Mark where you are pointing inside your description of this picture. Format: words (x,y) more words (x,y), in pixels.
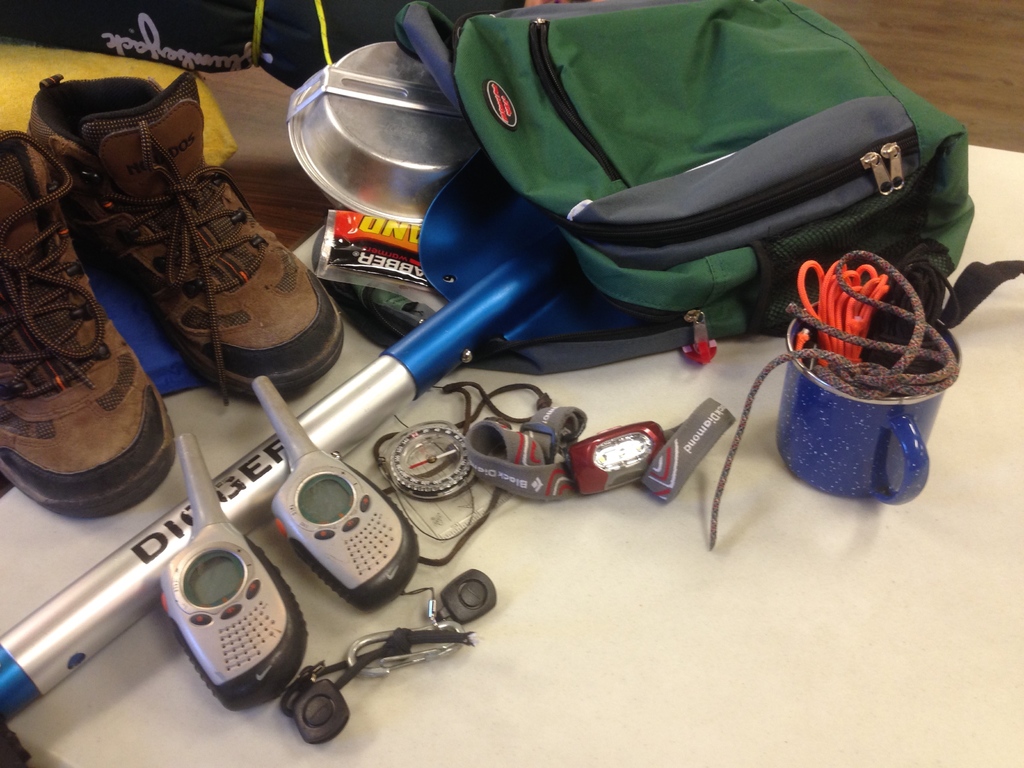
In this image in front (662,90) there are shoes (188,300), bags (711,241), cup (807,402), threads (889,310), two walkie talkies (253,604) and few other objects (492,484) on the table (575,719).
